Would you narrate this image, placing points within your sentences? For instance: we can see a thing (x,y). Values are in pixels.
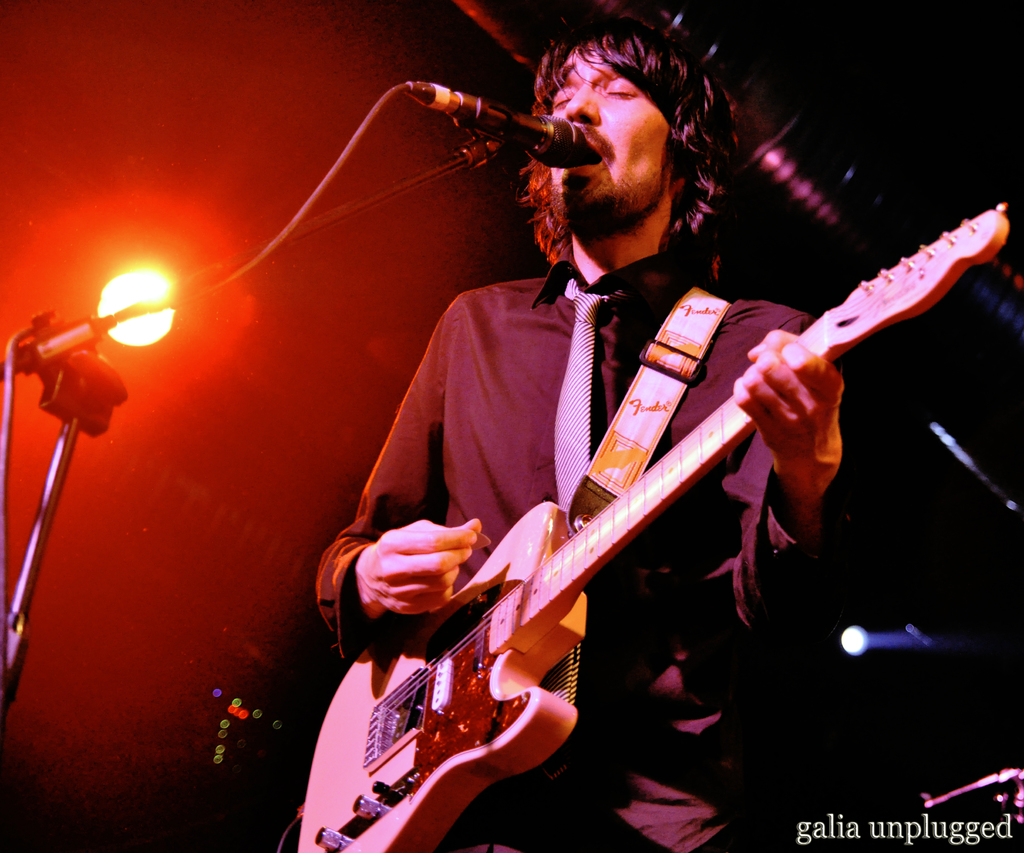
This image consist of a man (483,356) wearing black shirt (552,404) and singing in the mic (470,108). In front (119,385), of him there is a mic stand (20,611) and mic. In the background (199,374), there is a light (151,287) in red color.
